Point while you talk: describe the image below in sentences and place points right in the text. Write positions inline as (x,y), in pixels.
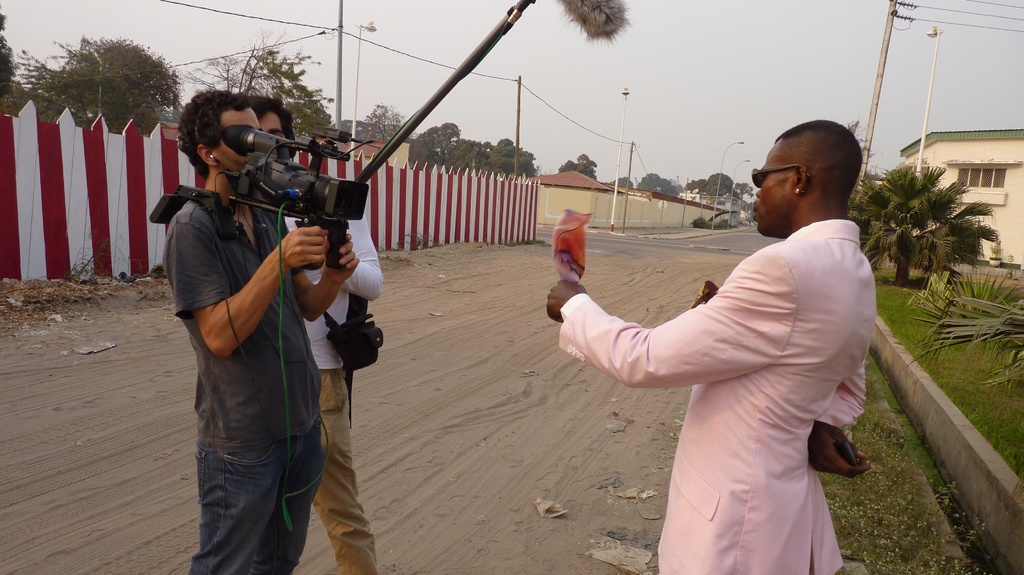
In this image, we can see a person (790,294) wearing clothes (753,511) and holding an object (576,278) his hand (570,297). There is a person (365,234) in the middle of the image (357,246) standing beside an another person (275,346) who is holding a camera (309,192) with his hands (319,246). There is a fencing (113,197) and some trees (295,104) on the left side of the image (308,104). There is a road (680,238) in between poles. There is a building (998,185) beside the tree (904,261). In the background of the image (731,79), there is a sky (711,122).
